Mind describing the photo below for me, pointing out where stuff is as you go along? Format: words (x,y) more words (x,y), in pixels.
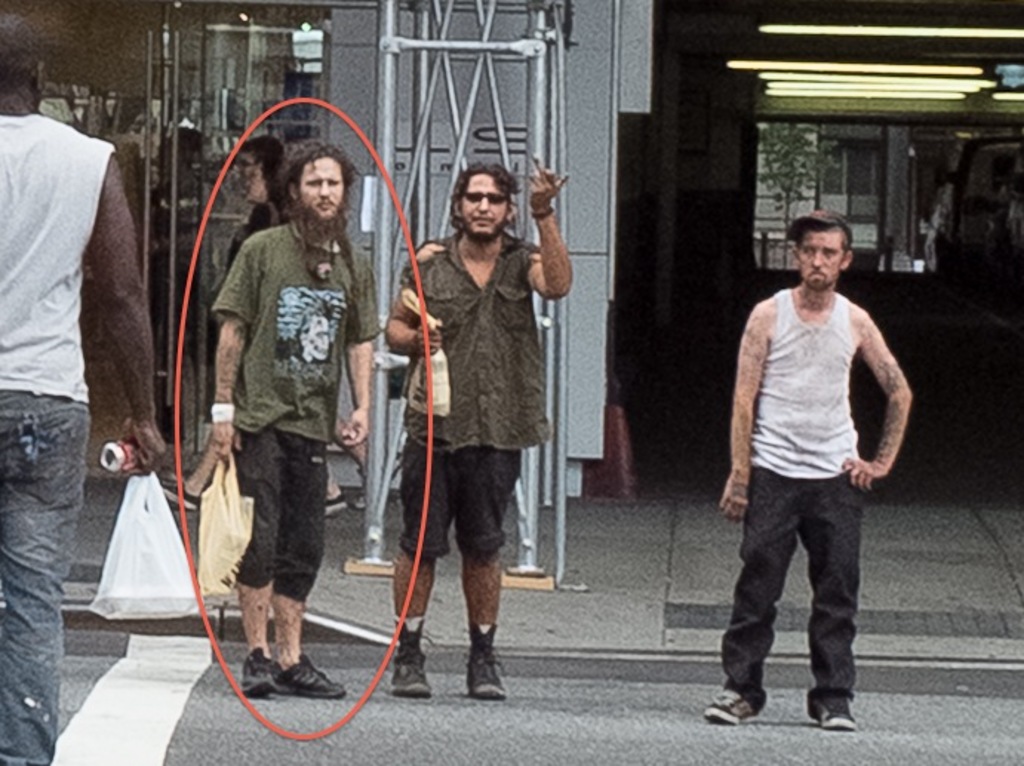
In this picture we can see four persons (765,532) are standing in the middle (520,447), three persons (437,447) on the left side (140,513) are carrying plastic bags (435,388), we can see metal rods (389,75) and two more persons (275,165) in the middle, it looks like a building (892,123) in the background (886,160), there are some lights (823,67) at the top of the picture (886,66).
